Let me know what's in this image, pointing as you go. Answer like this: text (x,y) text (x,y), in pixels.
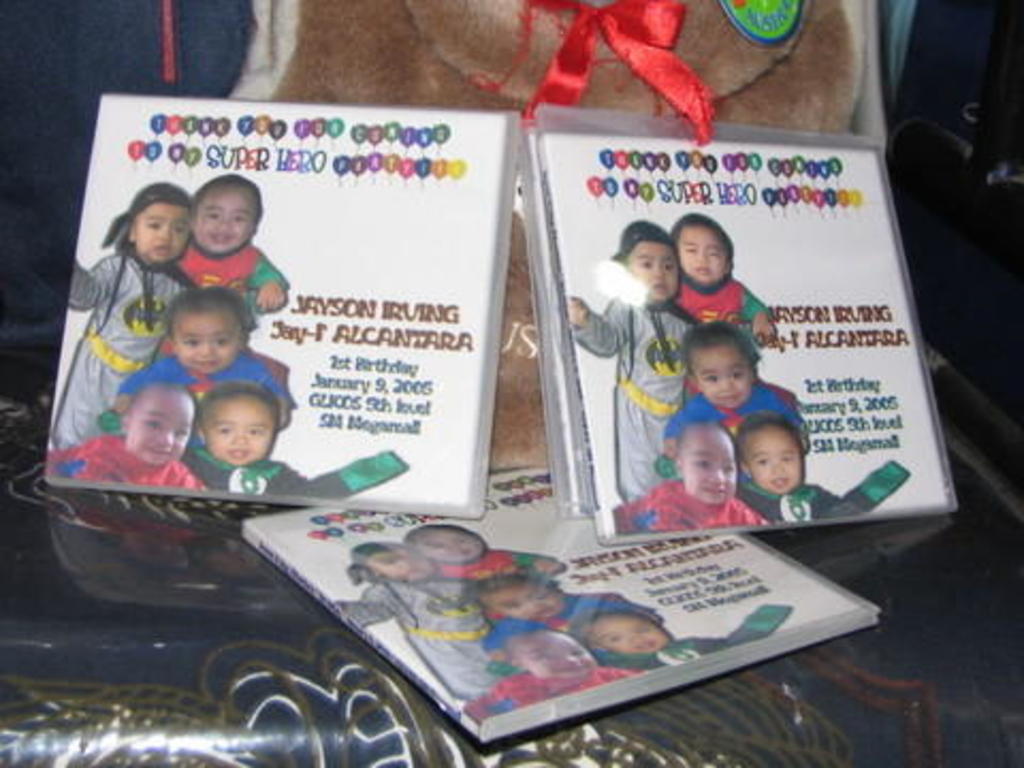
In the foreground of the picture (389,295) there are compact disc boxes (454,307). At the top (549,78) there is a teddy bear like object (474,61). On the right (958,66) it is not clear. At the bottom (170,660) it might be table (848,691) and chair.
